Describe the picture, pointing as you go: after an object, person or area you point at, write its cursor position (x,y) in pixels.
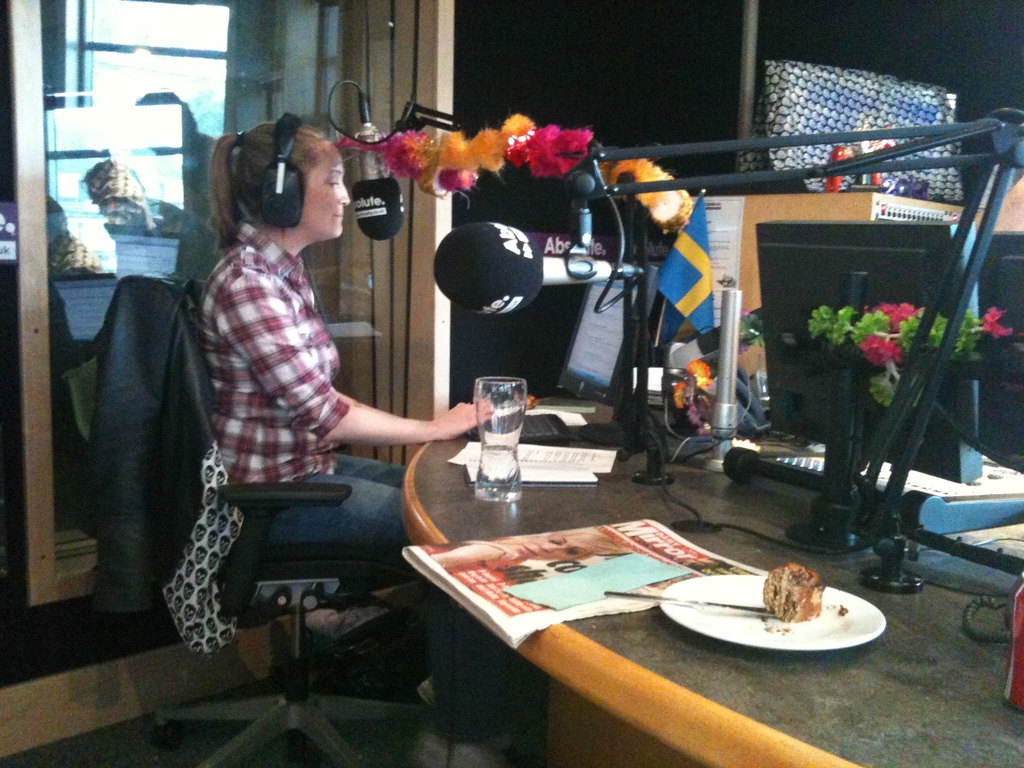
This picture shows a woman (248,333) seated on the chair (251,570) and she wore a headset (276,164) and we see microphones (387,216) and few papers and a glass (494,390) and some food (814,591) in the plate (857,632) and a knife (699,601) on the table (883,667) and we see a monitor (855,233) and we see few artificial flowers (935,330).
